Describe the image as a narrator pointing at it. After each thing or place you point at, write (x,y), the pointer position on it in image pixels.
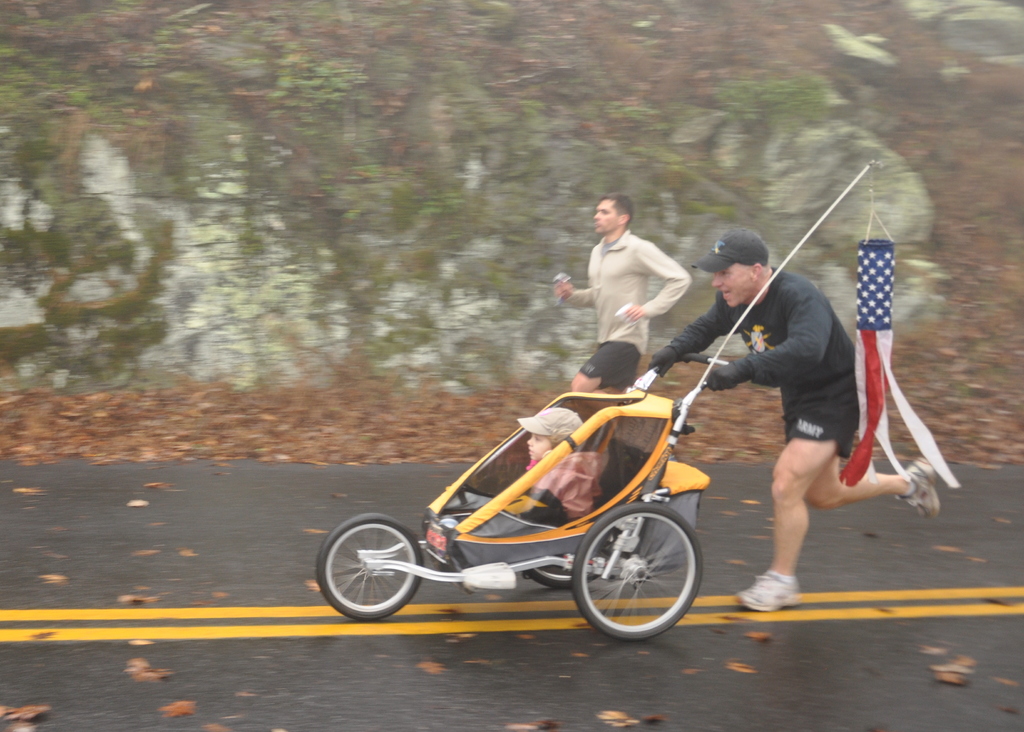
On the right side of the image (781,538) we can see a man (797,522) running and holding a trolley (562,535) in his hand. We can see a baby (555,517) sitting in the trolley (673,518). In the background (652,346) there is a man (605,241) and a hill (450,189). At the bottom (399,617) we can see a road (551,681).
